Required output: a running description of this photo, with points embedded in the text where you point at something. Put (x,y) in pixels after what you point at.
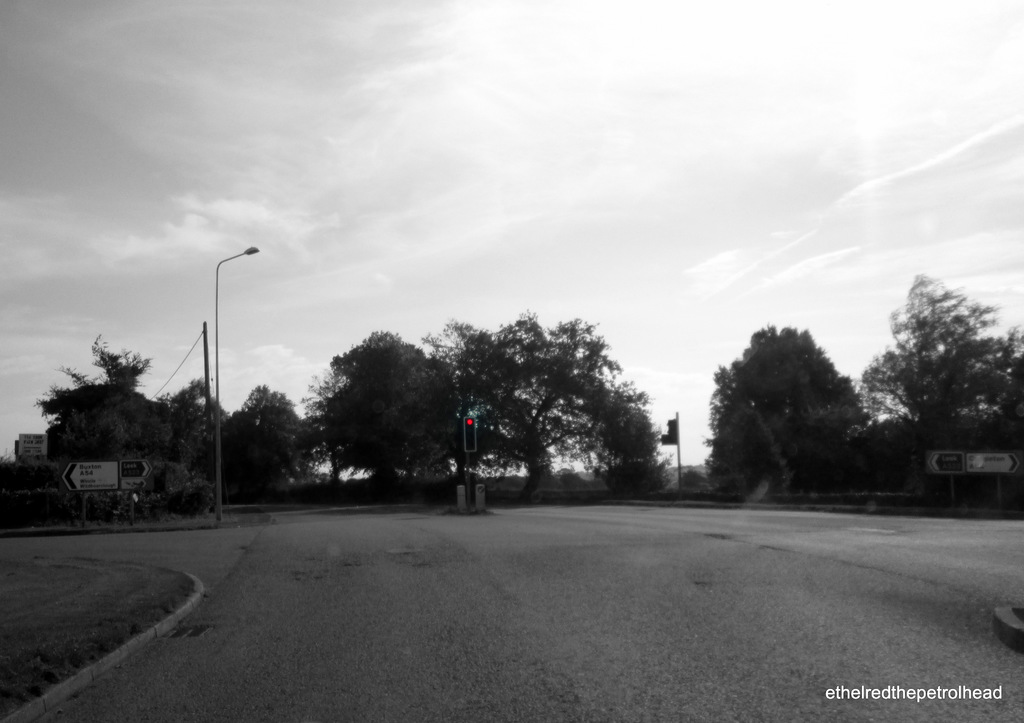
In this image we can see a road (480,590) with traffic lights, street poles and sign boards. On the backside (546,384) we can see some trees (642,398) and the sky (617,248) which looks cloudy.
